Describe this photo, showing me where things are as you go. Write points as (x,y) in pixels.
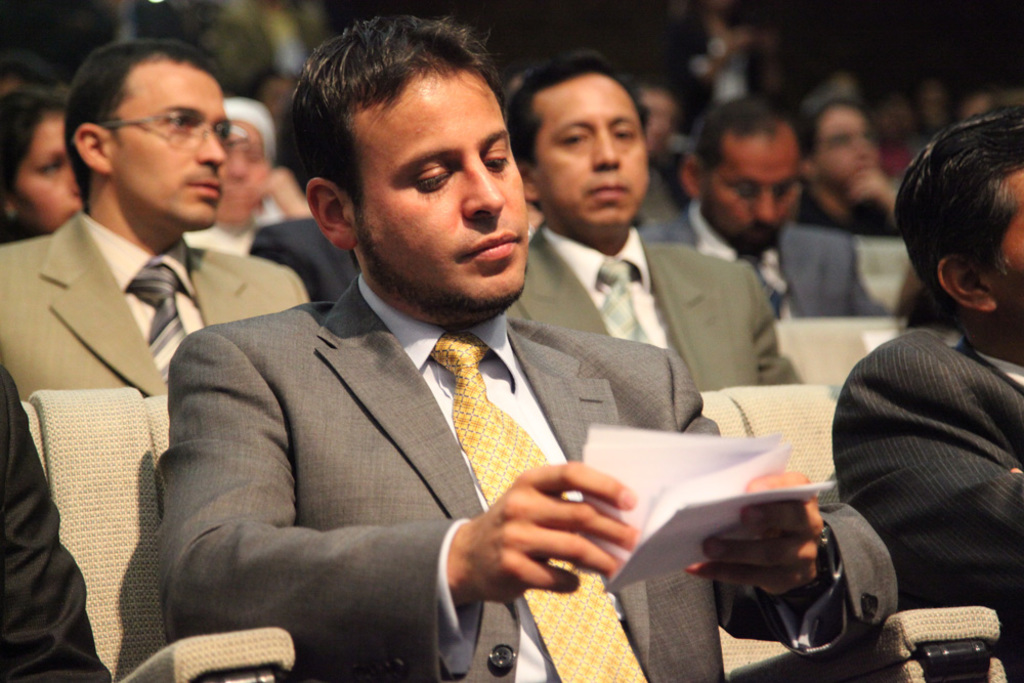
In this picture I can see a man (351,432) sitting on the chair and holding a paper (751,449), there are group of people (554,82) sitting on the chairs (67,497), and there is blur background (687,43).
